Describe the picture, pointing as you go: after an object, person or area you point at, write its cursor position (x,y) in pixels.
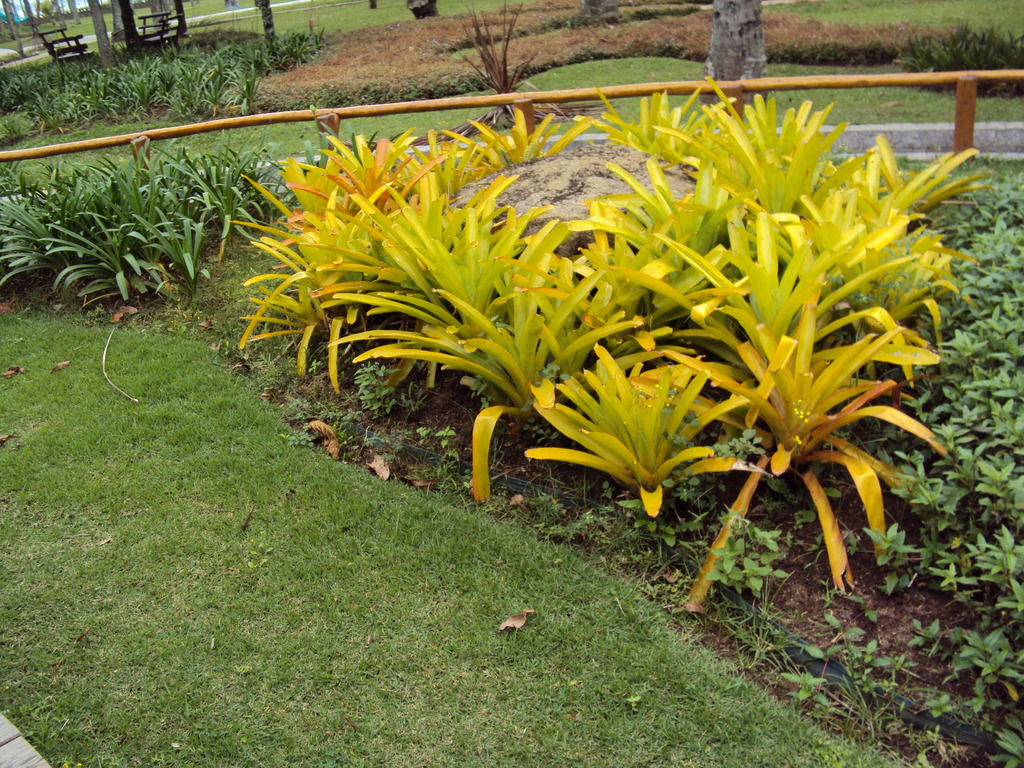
In the foreground of the image (548,565) we can see grass (582,670). In the middle of the image (520,365) we can see plants (645,275) and rock (553,180). On the top of the image (771,10) we can see grass (340,26), plants (173,85) and benches (150,35).
